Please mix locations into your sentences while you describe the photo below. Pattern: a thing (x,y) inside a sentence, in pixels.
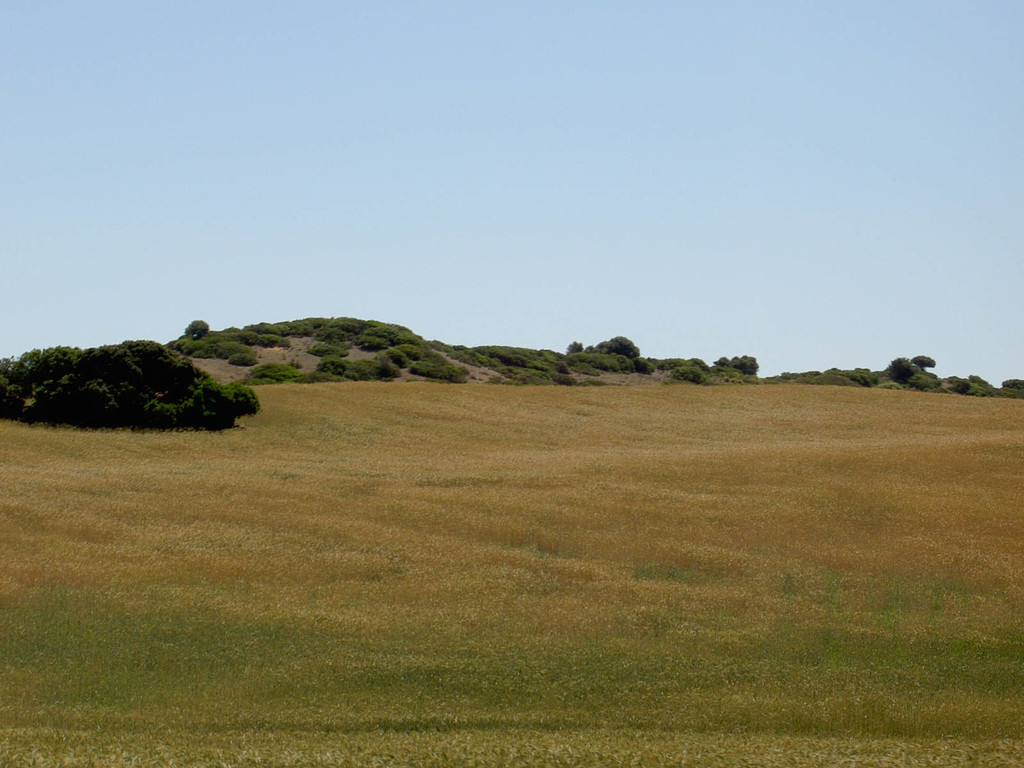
In this image we can see some trees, grass (571,479) and a hill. On the backside (378,263) we can see the sky (390,276) which looks clear.
